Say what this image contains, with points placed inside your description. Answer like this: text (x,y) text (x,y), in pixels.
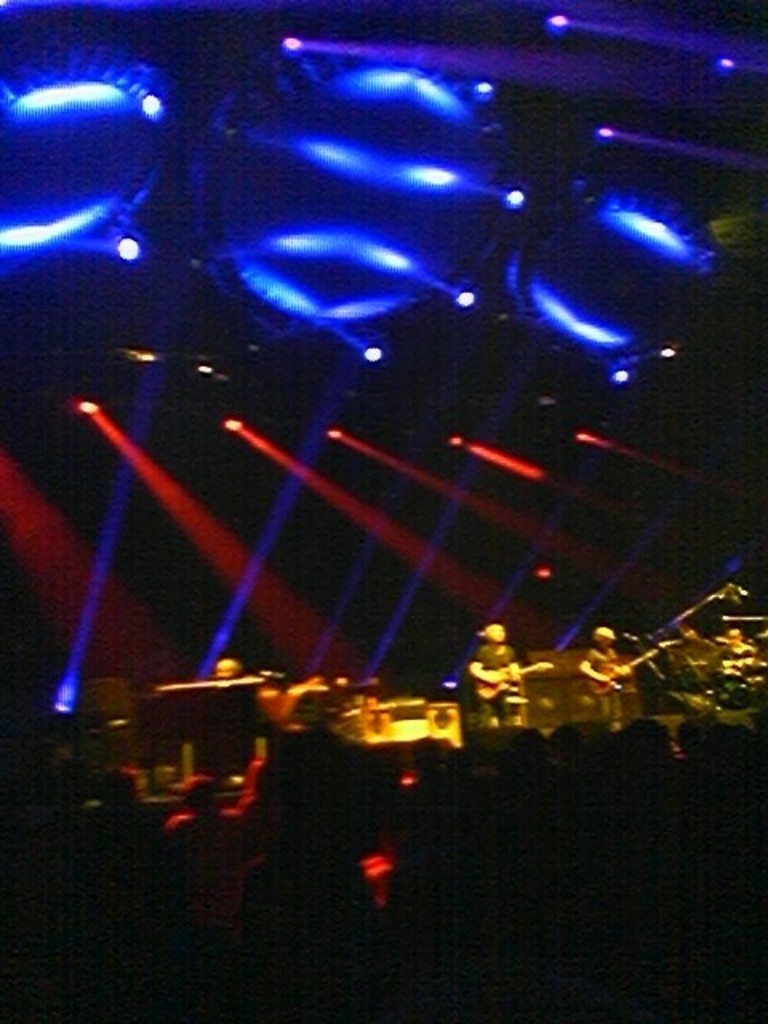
In this picture we can see a group of people (423,943), here we can see musical instruments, lights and some objects (686,722).
